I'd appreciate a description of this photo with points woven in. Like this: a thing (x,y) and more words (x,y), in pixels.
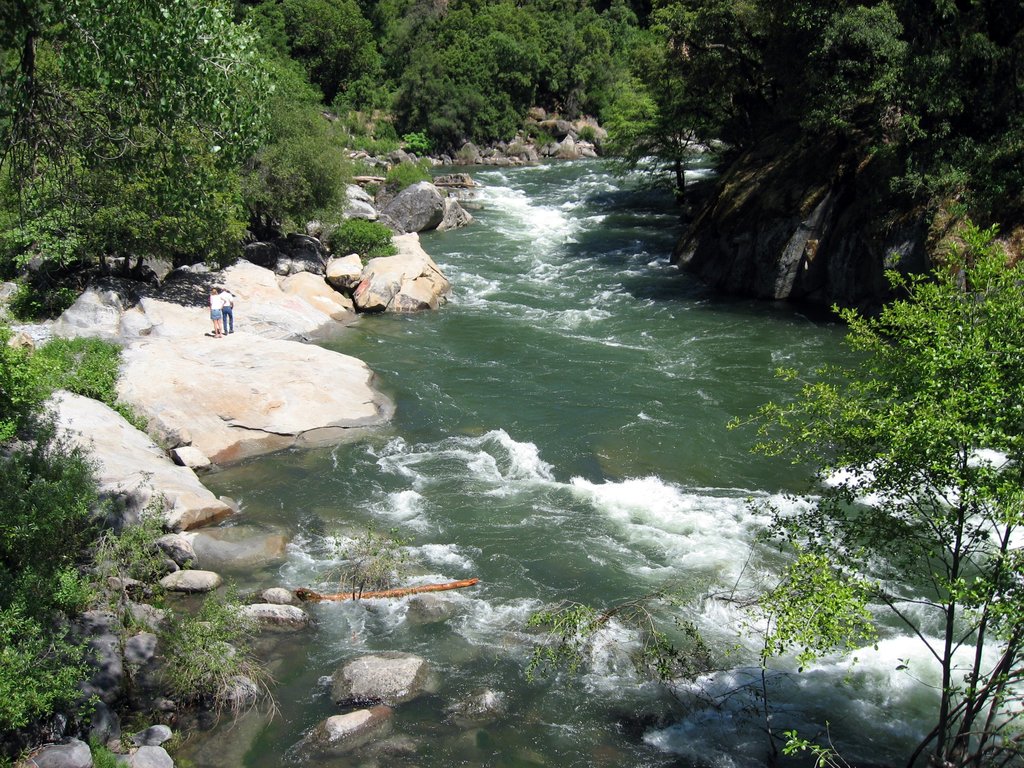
In this image we could see a river (447,406) flowing, on the right side (911,431) and left side (337,376) there are trees (254,71) and some rocks (377,268) are there. On the left side (218,306) there are two persons (224,308) who are standing.
